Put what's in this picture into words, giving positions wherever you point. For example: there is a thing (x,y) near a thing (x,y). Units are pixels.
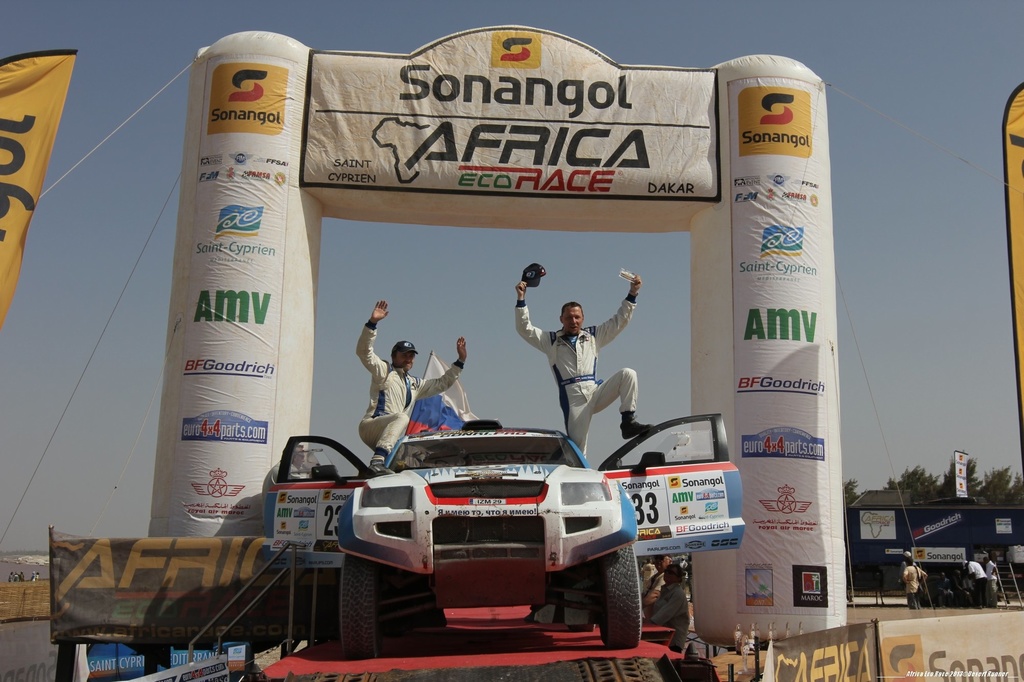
In this image I can see the vehicle (536,528) on the stage (472,615). On the vehicle (465,451) I can see two people (378,444) with the white and black color dresses (426,385). At the back of these people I can see the air balloon arch (472,161). To the side of these people (385,423) I can see the banner (231,634). To the right (921,529) I can see the shed (908,525) and the boards (957,559) to it. In the background (977,568) I can see many trees (993,480), few people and the sky (556,233).
